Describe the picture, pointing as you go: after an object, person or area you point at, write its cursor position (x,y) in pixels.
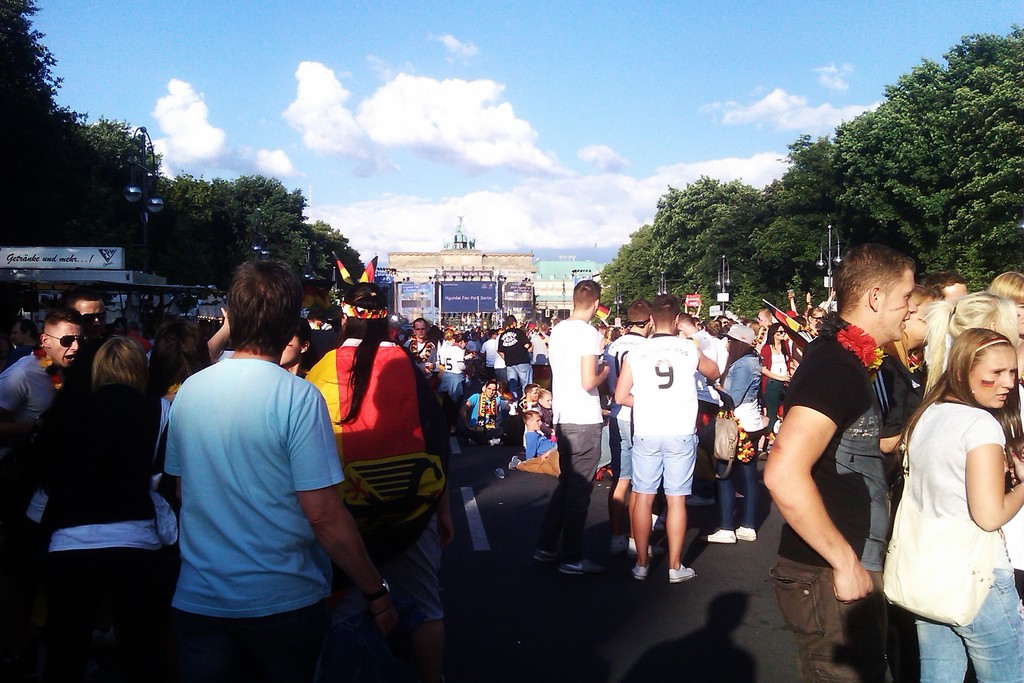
In the picture we can see, full of public (548,547) are standing and talking on the road (512,664) and some people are also sitting on the road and on the both the sides of the road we can see, full of trees (802,260) and poles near it and in the background (495,260) we can see buildings (444,262) and behind it we can see a sky (467,171) with clouds (313,96).
